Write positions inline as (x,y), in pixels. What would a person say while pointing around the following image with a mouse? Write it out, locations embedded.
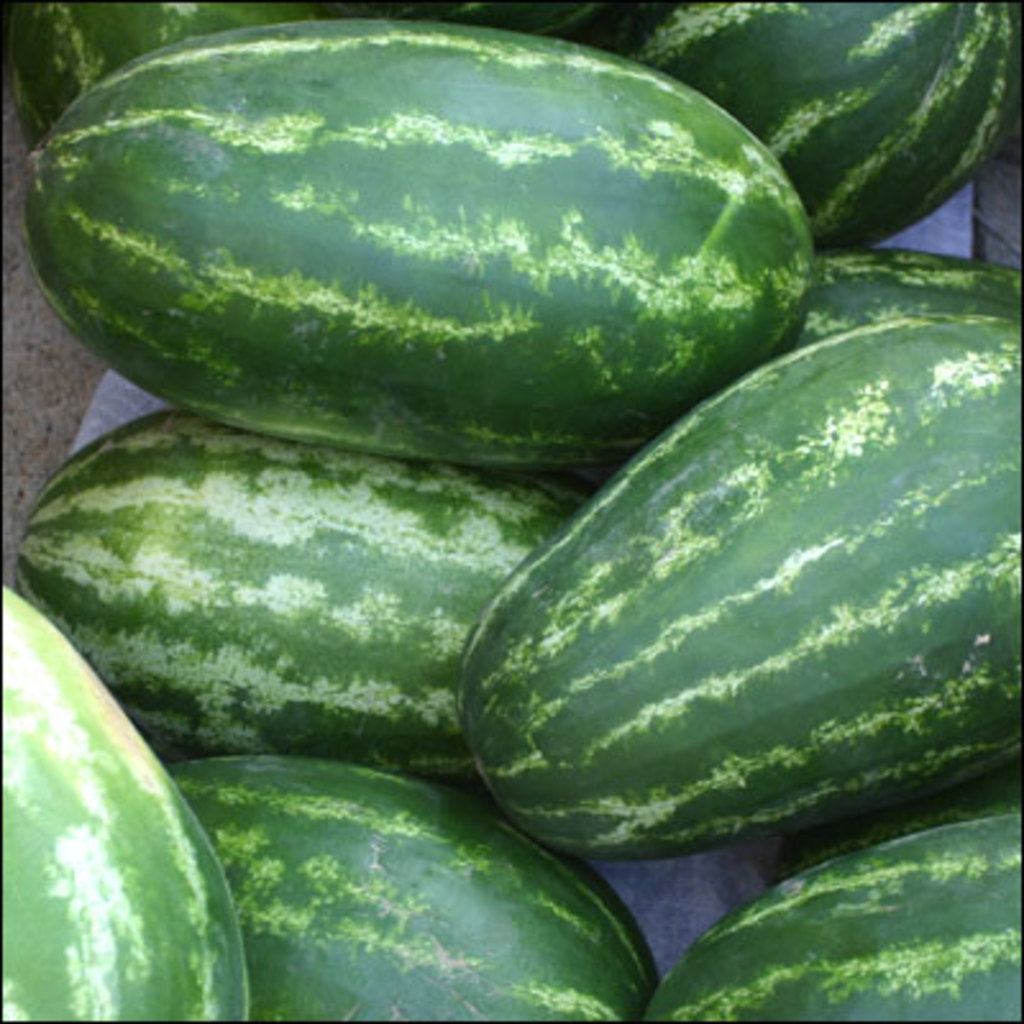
This picture consists of watermelons (456,503) in the image.
